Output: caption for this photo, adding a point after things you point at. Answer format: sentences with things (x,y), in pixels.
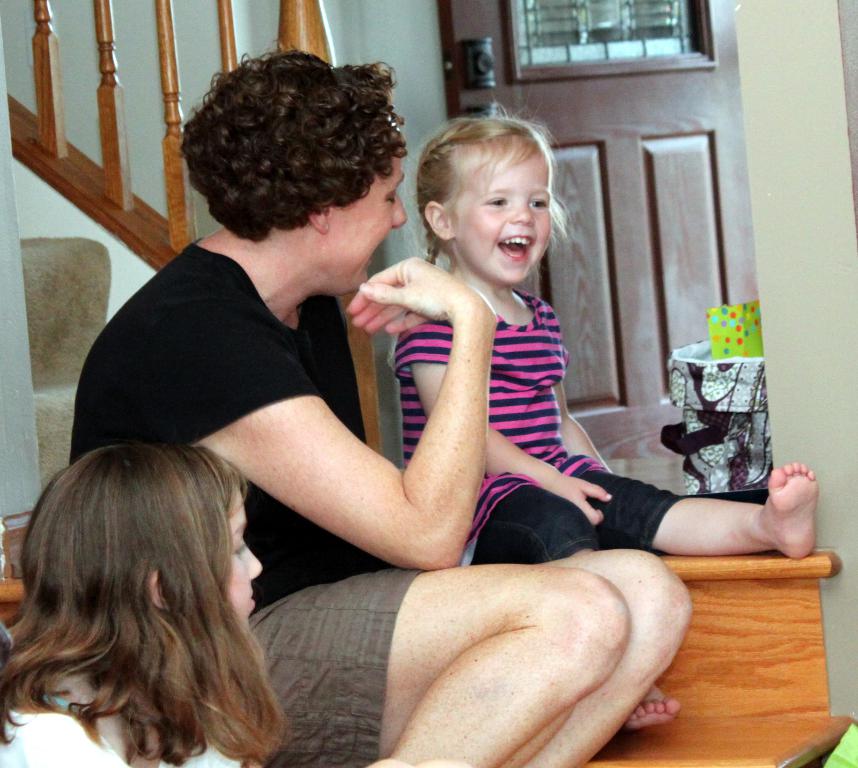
In this image I can see a person (337,437) and two children (535,441) sitting. There are stairs (49,272), there is a wall (434,96), door (521,43) and also there are some other objects (704,417).
